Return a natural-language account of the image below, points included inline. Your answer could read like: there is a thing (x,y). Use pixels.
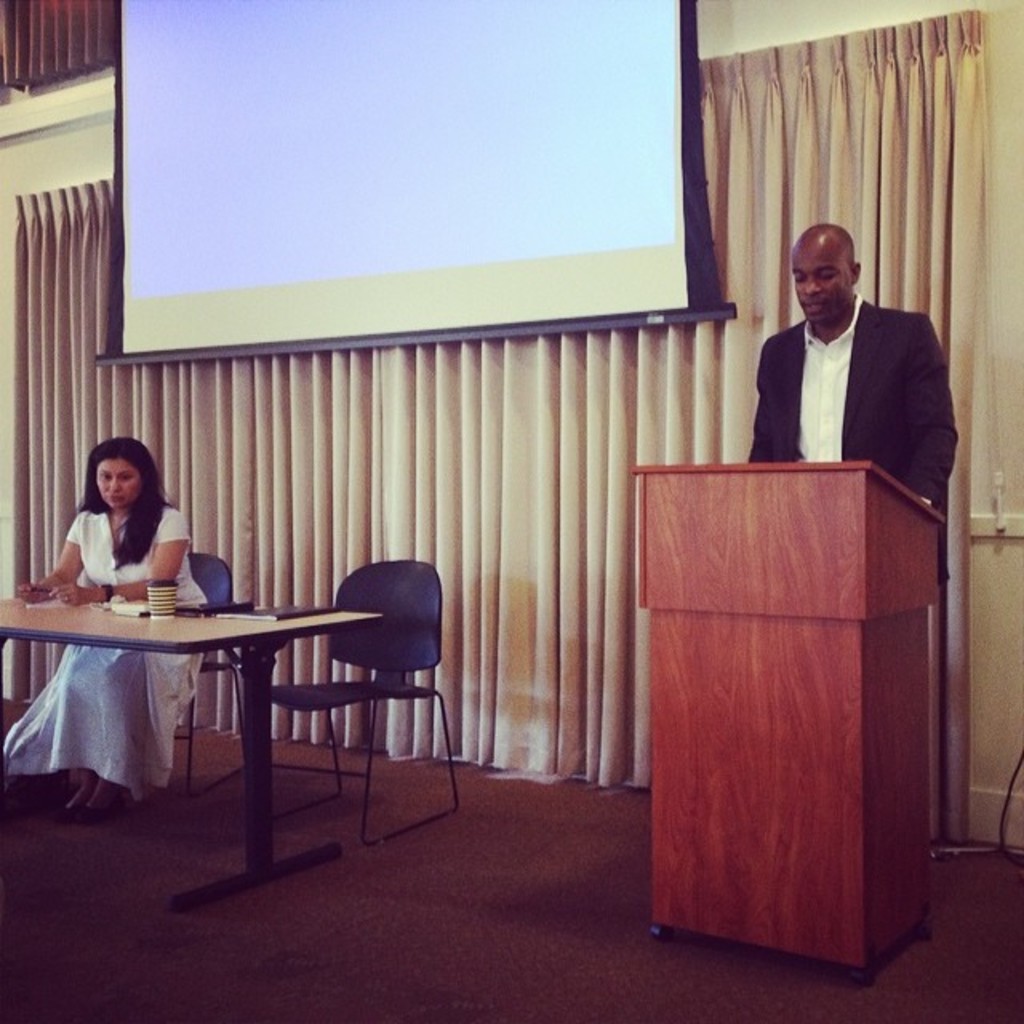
Here on the right side (865,369) we can see a person (918,329) near a speech desk (755,636) standing and on the left side (189,532) we can see a woman (178,532) sitting on a chair (227,600) with a table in front of her having a cup (172,589) placed on it behind them we can see a curtain (808,190) and a projector screen (612,261).
